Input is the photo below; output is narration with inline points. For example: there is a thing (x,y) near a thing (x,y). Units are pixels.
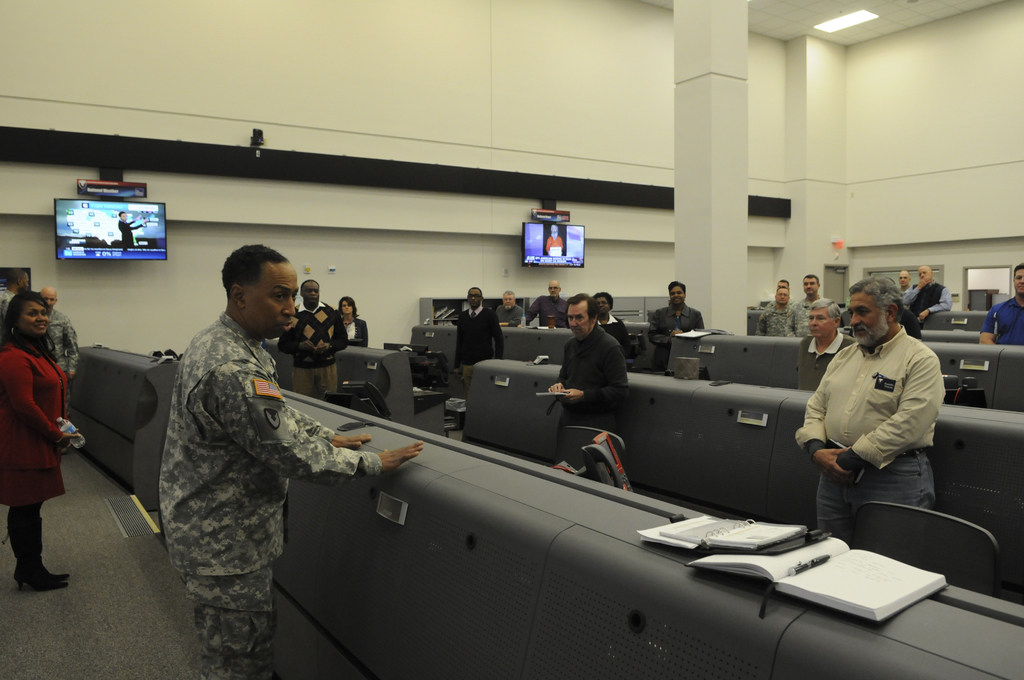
In this image there are tables (636,376) and chairs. There are people (821,405) standing beside the chairs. There are books (813,572) on the tables (536,492). In the background (424,239) there is a wall (585,87). There are televisions (158,226) on the wall (596,221). There are doors (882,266) and pillars (722,187) to the wall (771,109).
